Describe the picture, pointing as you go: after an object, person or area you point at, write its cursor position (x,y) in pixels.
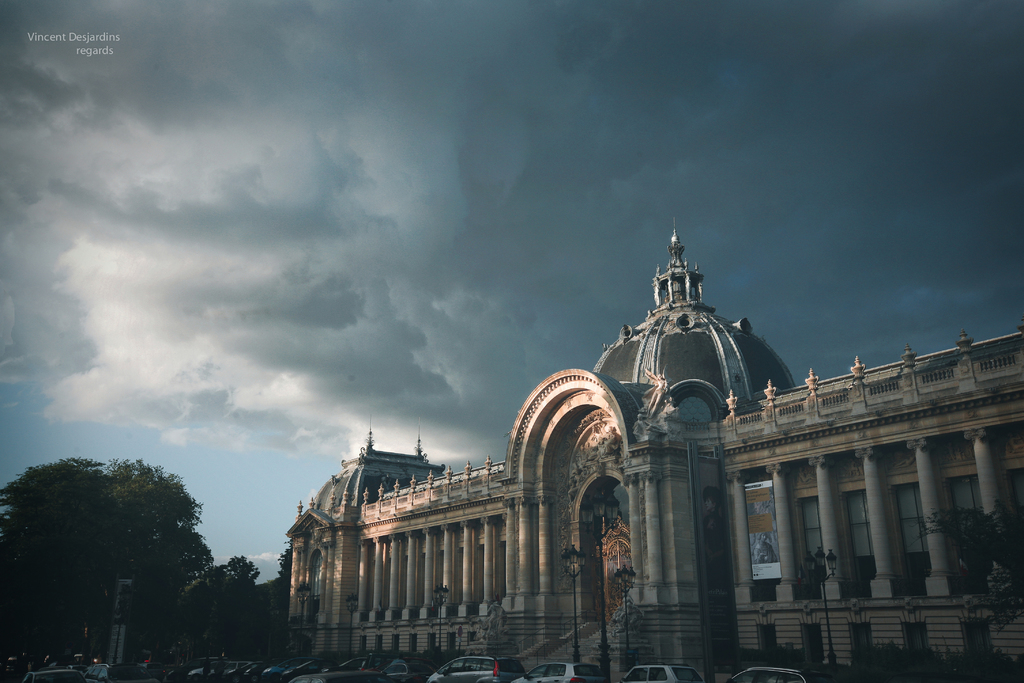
This image is taken outdoors. At the top of the image (227,139) there is a sky (508,144) with clouds (636,236). On the left side of the image (139,511) there are a few trees (125,560). At the bottom of the image (150,674) many cars (322,658) are parked on the ground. On the right side of the image (836,416) there is a mansion (488,550) with walls (647,603), windows (918,572), a door (614,576), pillars (651,591), roofs (639,373), carvings (572,479) and sculptures (669,413).
